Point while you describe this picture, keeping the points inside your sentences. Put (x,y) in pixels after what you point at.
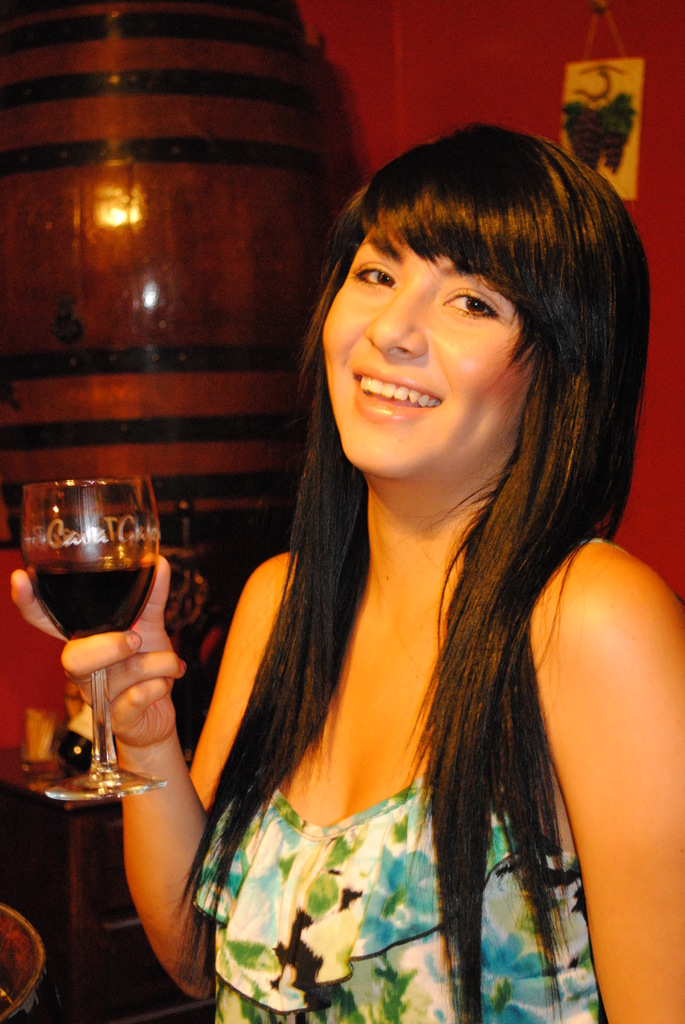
This person (292,809) holding glass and smiling. On the background (447,75) we can see wall (626,49), poster (579,88), objects (88,749) on the table (78,926).
